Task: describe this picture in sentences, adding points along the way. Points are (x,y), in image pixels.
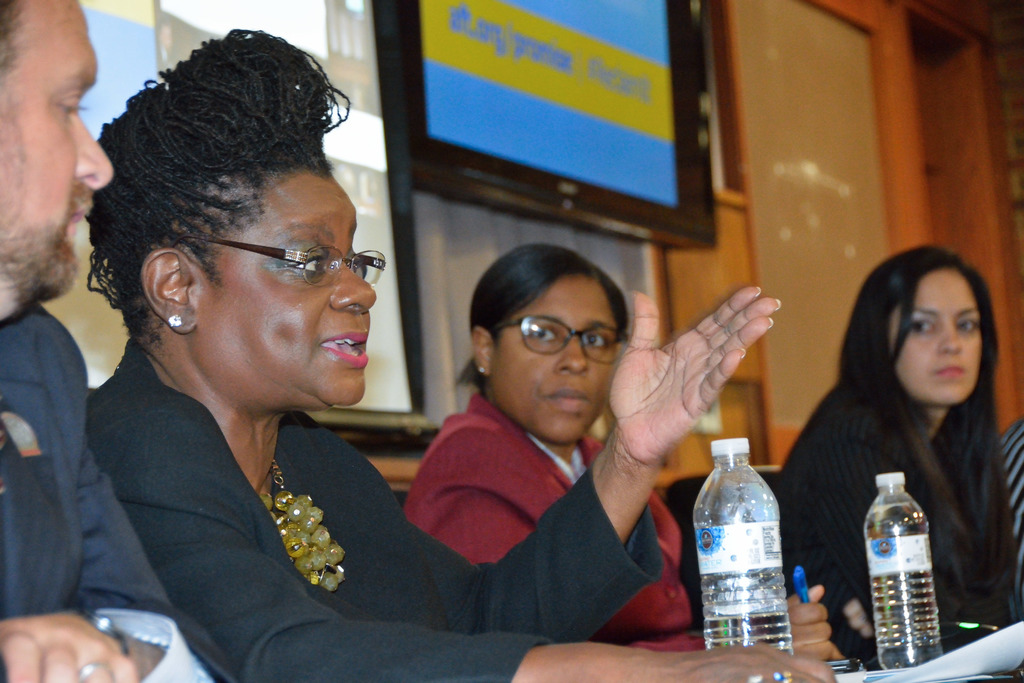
In this picture we can see three woman (641,361) and one man (41,217) sitting on chairs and in front of them we have bottles (927,584), papers (977,671) and here in middle (367,269) woman (335,331) talking.
